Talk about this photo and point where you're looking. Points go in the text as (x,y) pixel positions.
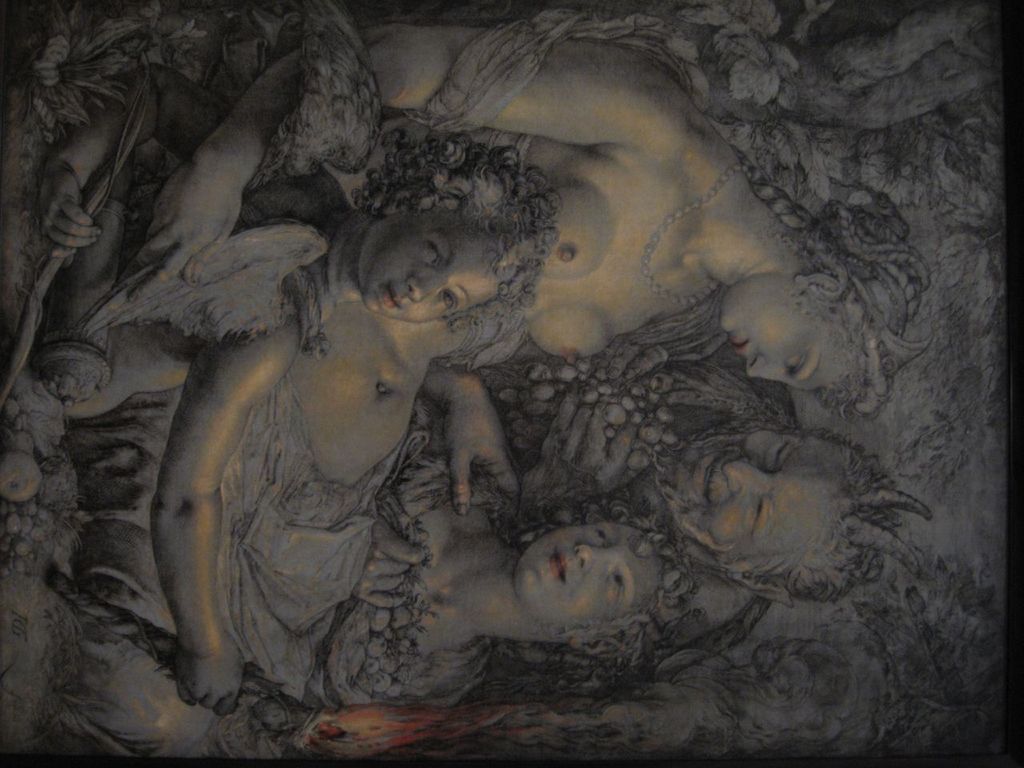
In this image there is a painting (569,471) of four persons (483,510), there is a person (204,566) holding an object (263,685), there is the fire (402,724), there are leaves (751,33).
